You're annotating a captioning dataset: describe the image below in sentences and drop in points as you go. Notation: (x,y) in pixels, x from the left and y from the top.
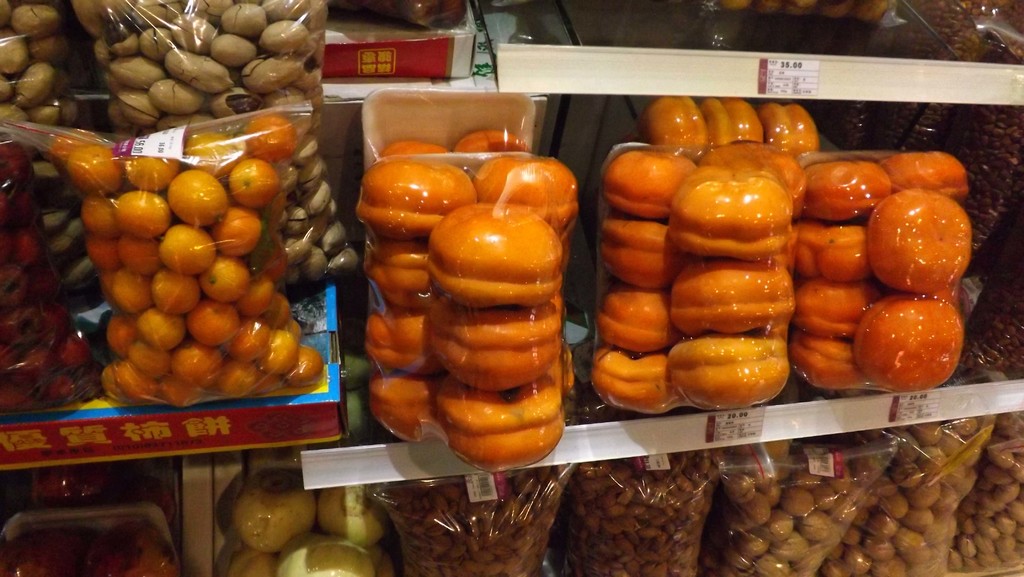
In this picture we can see the racks (610,24). On the top right (875,130) we can see the food items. In the middle (479,339) we can see persimmons (516,344), oranges (239,295) and carton boxes (309,330). In the bottom (993,533) we can see the fruits (310,549) and nuts (433,541). In the bottom right corner (765,568) there are bags (750,569).
